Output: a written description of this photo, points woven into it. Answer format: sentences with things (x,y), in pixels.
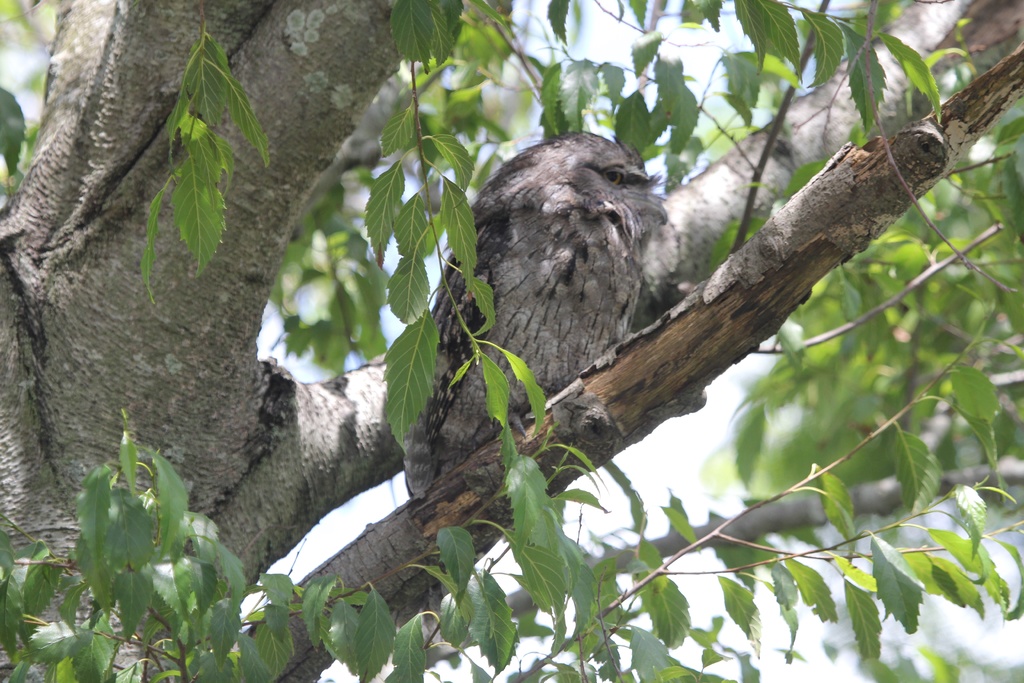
Here we can see a bird (626,317) on the branch (391,543). There are trees (827,439). In the background (771,661) there is sky (771,661).
